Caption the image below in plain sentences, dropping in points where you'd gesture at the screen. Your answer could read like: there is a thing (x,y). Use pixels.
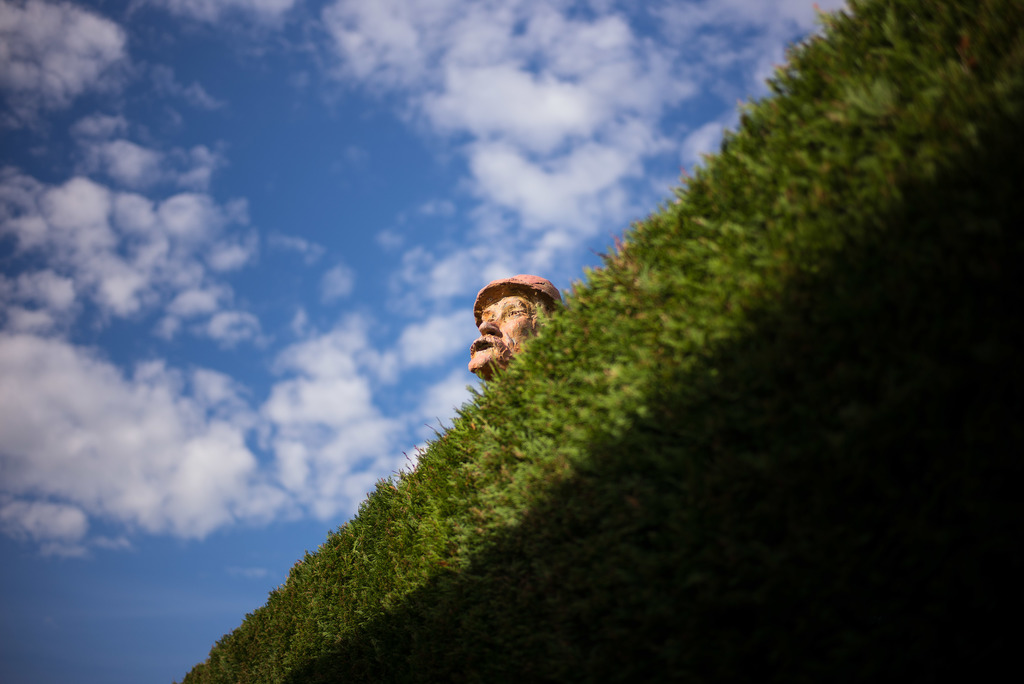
This picture is clicked outside. In the foreground (835,414) we can see the green grass (601,384) and the sculpture (523,314) of a person (485,302). In the background (295,158) we can see the sky (396,151) with the clouds (85,466).
